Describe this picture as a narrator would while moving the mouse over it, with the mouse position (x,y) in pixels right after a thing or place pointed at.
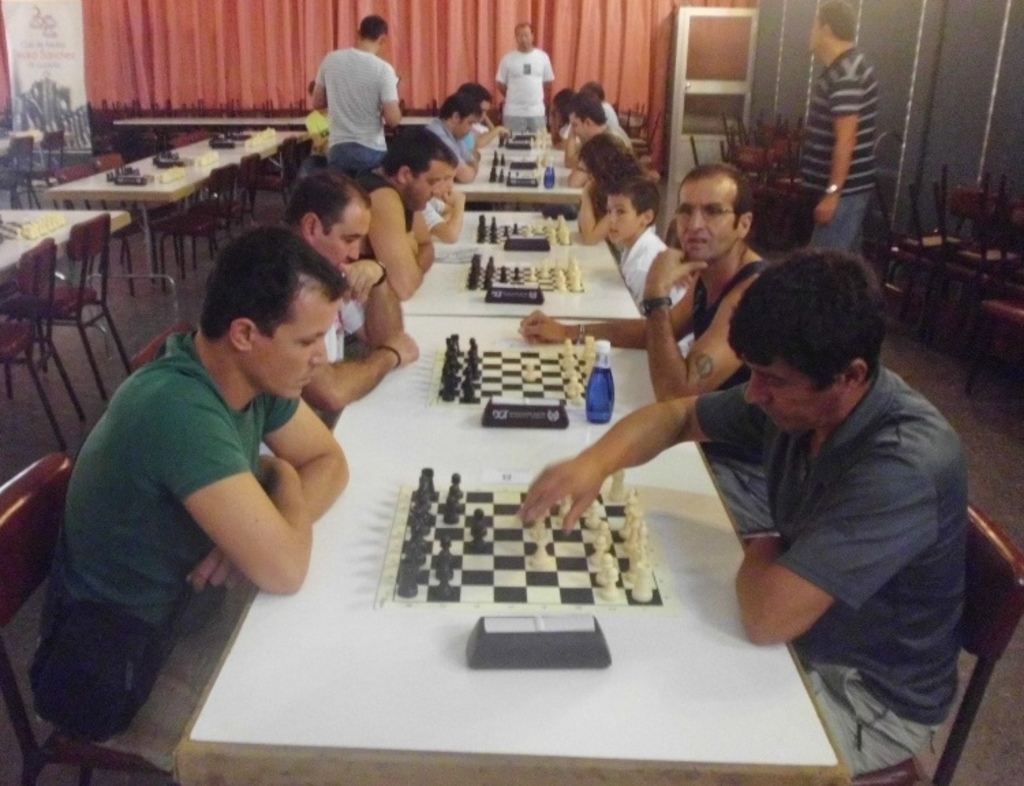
In this image there are group of persons (633,251) who are playing chess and at the left side of the image (77,105) there is a banner (19,98) and at the background (259,53) there is a red color sheet (486,35).
